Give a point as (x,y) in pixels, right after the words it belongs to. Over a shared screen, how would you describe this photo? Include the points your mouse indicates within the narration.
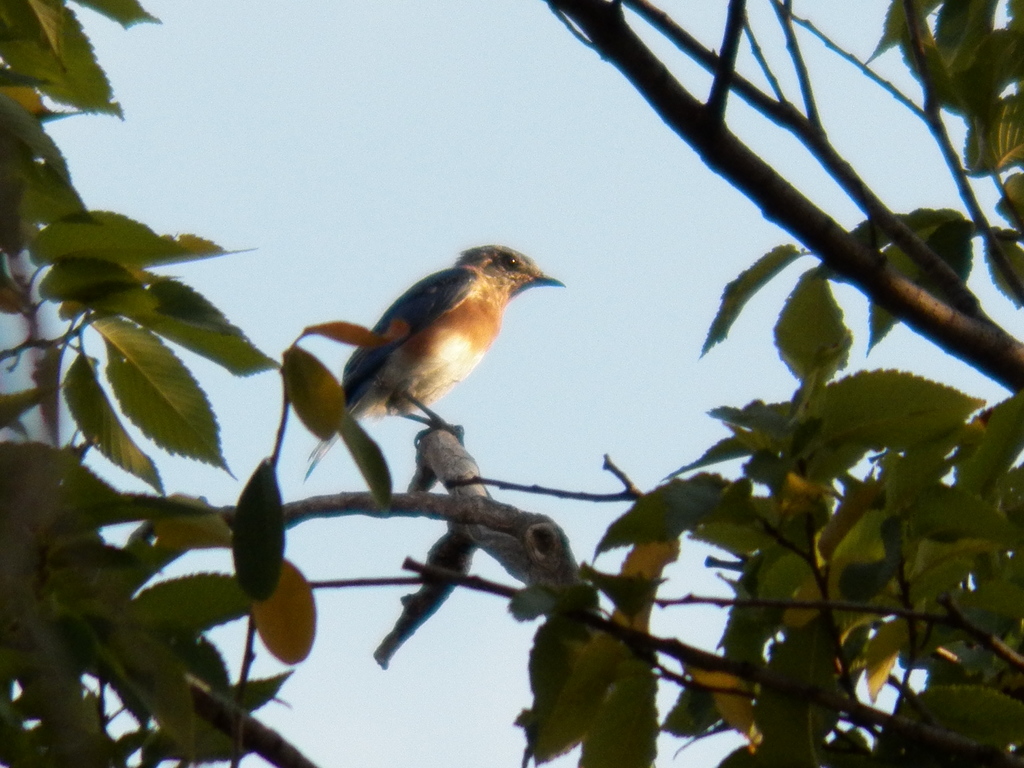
In this image we can see a bird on the stem (289,514) of a tree (255,487). In the background (287,486) there is sky (719,377).
